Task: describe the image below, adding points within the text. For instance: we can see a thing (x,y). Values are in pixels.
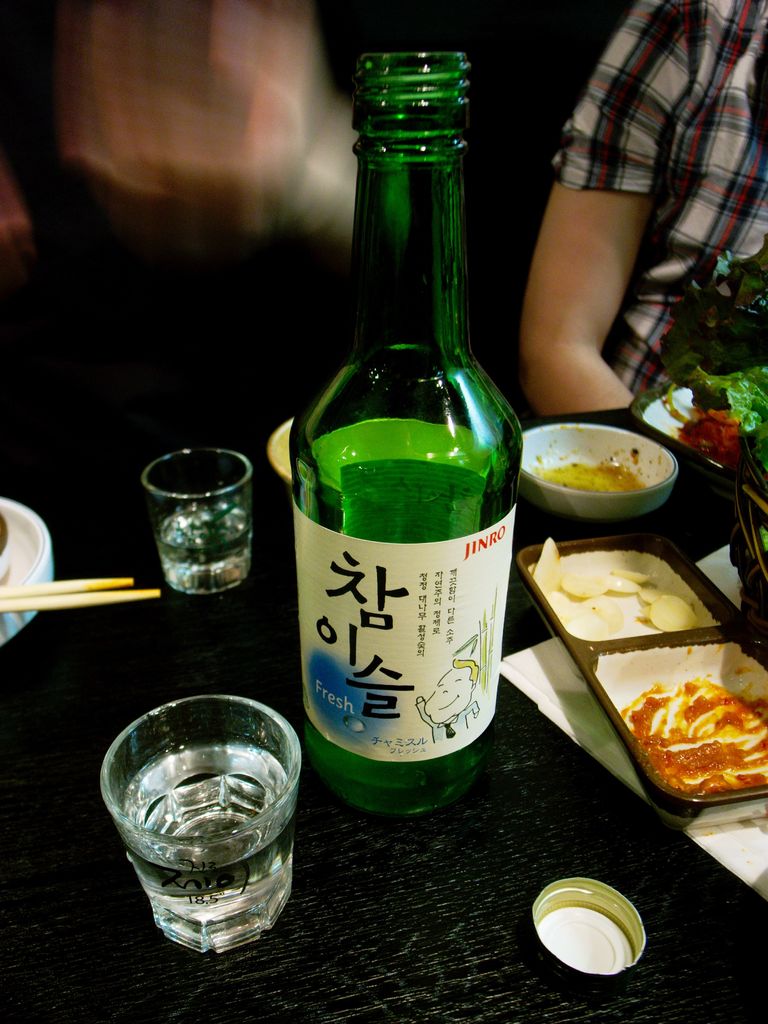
In the image we can see there is a soju bottle (388,454) which is in green colour and beside it there are two shot glasses (219,532) which are filled with soju (178,558) and there is a cap (591,909) over here. Beside it there is a plate (682,799) which is divided in two section (687,714) in one is sauce (700,730) and in another thing there is garlic (609,591). Beside it there is a bowl (596,457) and in front of the table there is a person (651,159) who is sitting.
